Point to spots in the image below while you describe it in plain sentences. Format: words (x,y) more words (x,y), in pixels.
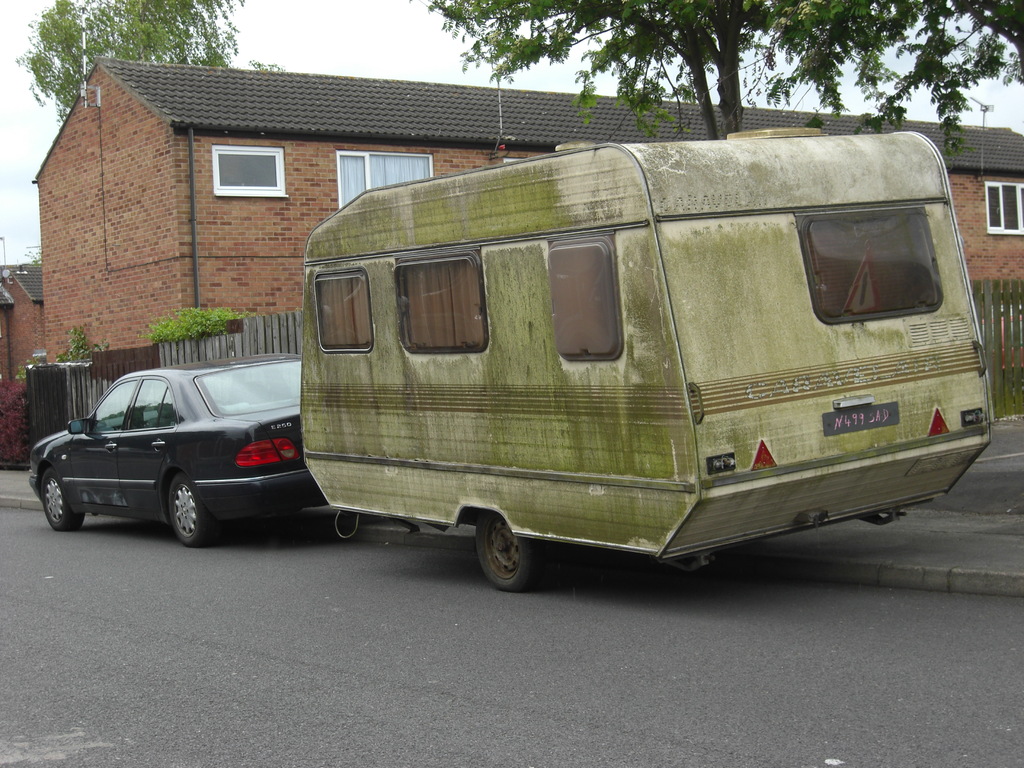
In this image we can see some vehicles (489,403) on the road (402,557). On the backside (266,309) we can see a house (273,214) with windows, a fence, plants (207,317), trees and the sky (433,80).
